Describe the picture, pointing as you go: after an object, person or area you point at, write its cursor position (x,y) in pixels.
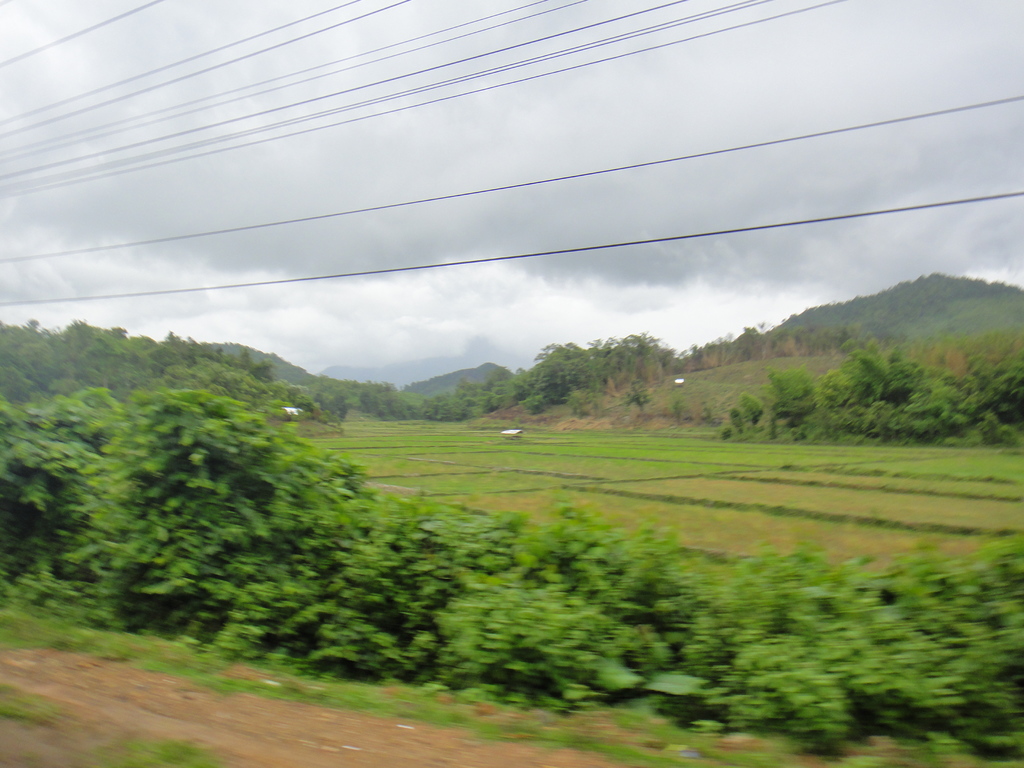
These are trees (872,396) and cables (432,71), this is sky (653,226).
